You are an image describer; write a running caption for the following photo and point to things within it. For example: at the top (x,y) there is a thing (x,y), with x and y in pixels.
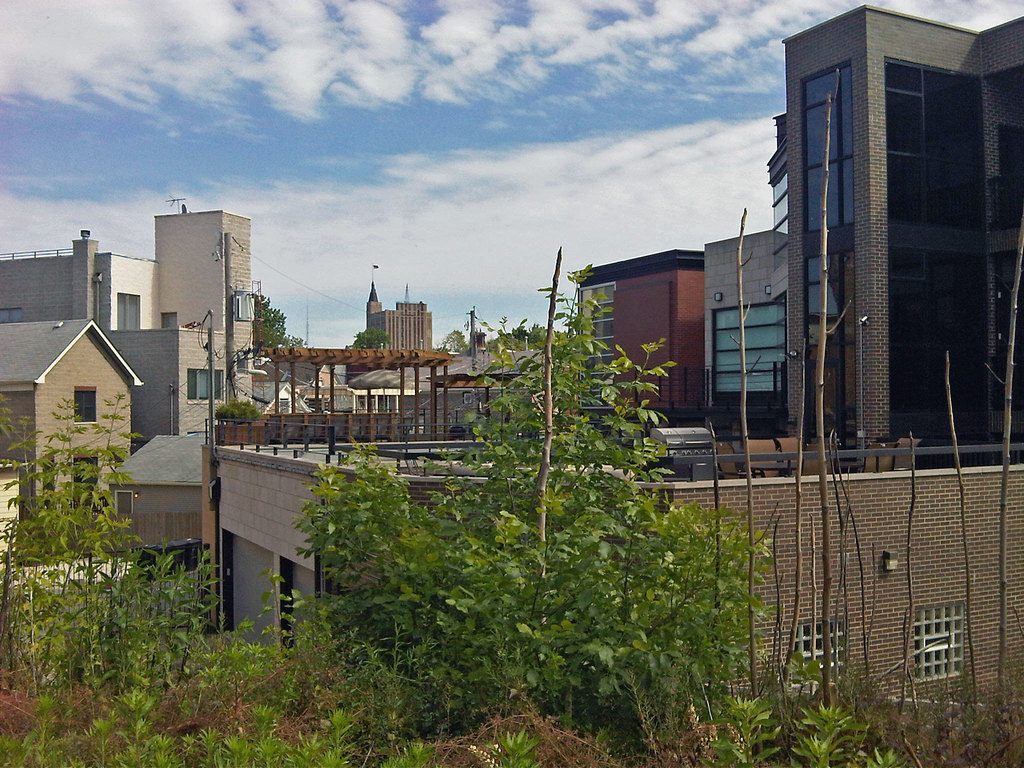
In this image there is the sky (505,142), there are clouds (159,70) in the sky (424,54), there are buildings (669,290), there are building (972,141) truncated towards the right of the image (904,200), there are building (76,321) truncated towards the left of the image (97,468), there are trees (451,611) truncated towards the bottom of the image (462,651), there are poles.
